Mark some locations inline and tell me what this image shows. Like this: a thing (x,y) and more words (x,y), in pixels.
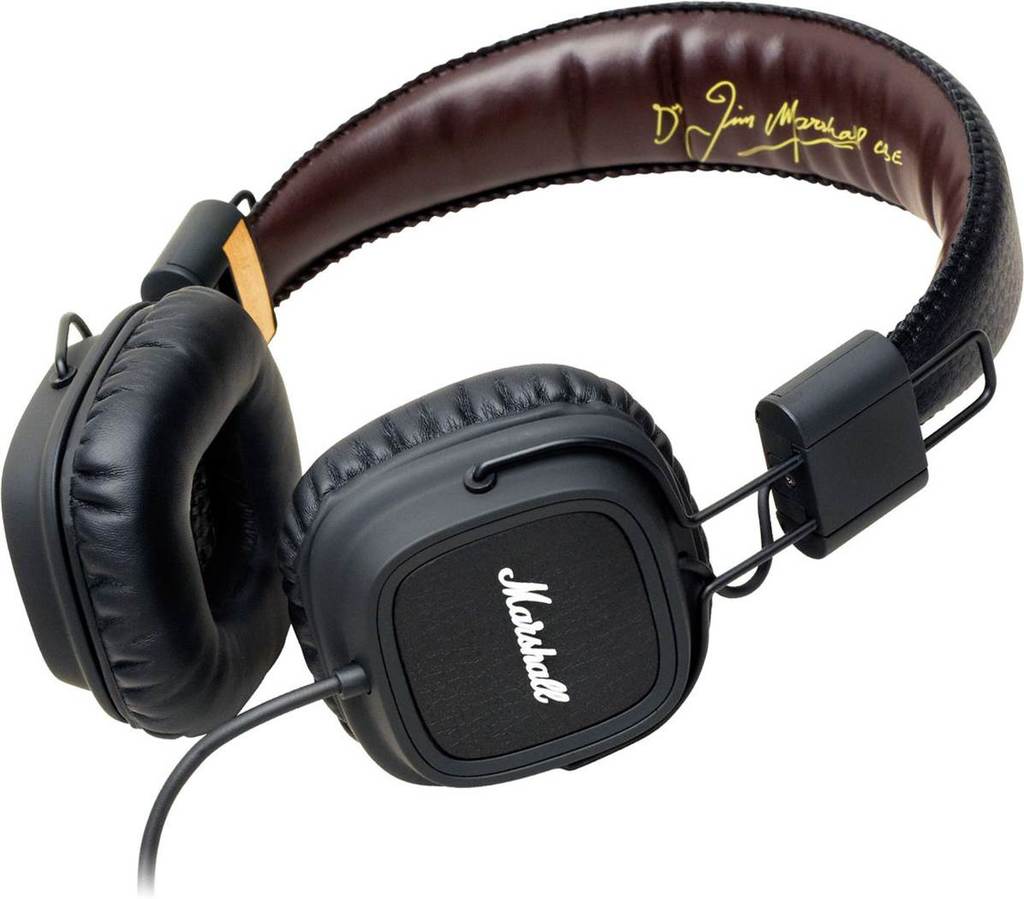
In this picture we can see headphones (927,114) and in the background (512,270) we can see white color.
